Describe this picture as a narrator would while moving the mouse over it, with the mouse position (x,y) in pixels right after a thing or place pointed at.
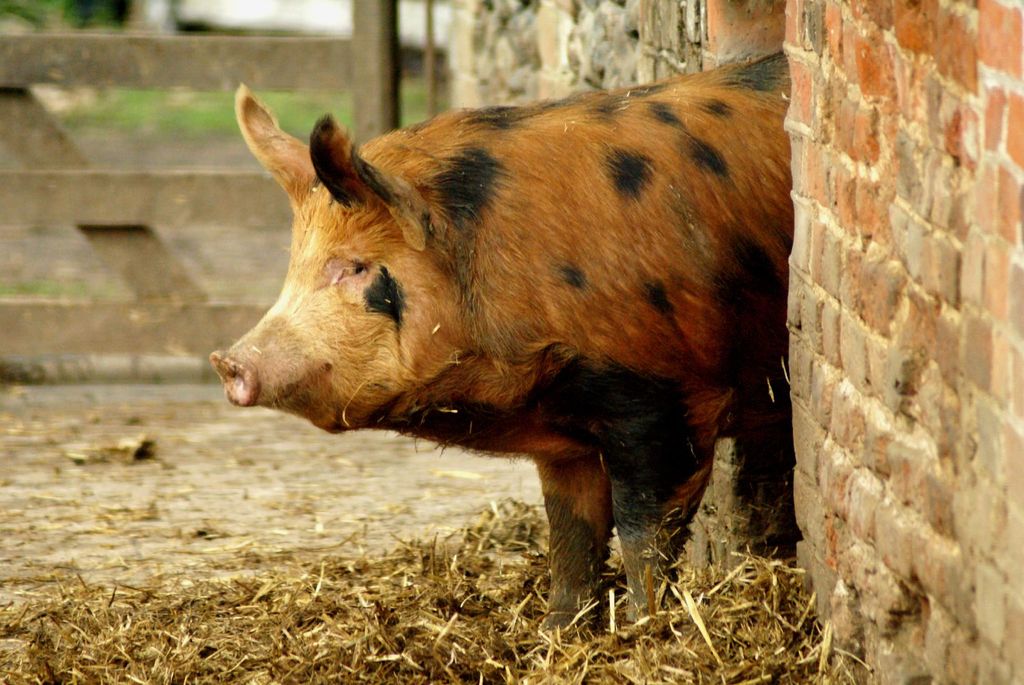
This picture consists of animal (597,213) visible in front of the wall (803,112), on the right side (924,208) I can see the wall (967,227) and I can see a wooden fence (66,75) visible in the middle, at the bottom (219,585) I can see straw (330,557).
